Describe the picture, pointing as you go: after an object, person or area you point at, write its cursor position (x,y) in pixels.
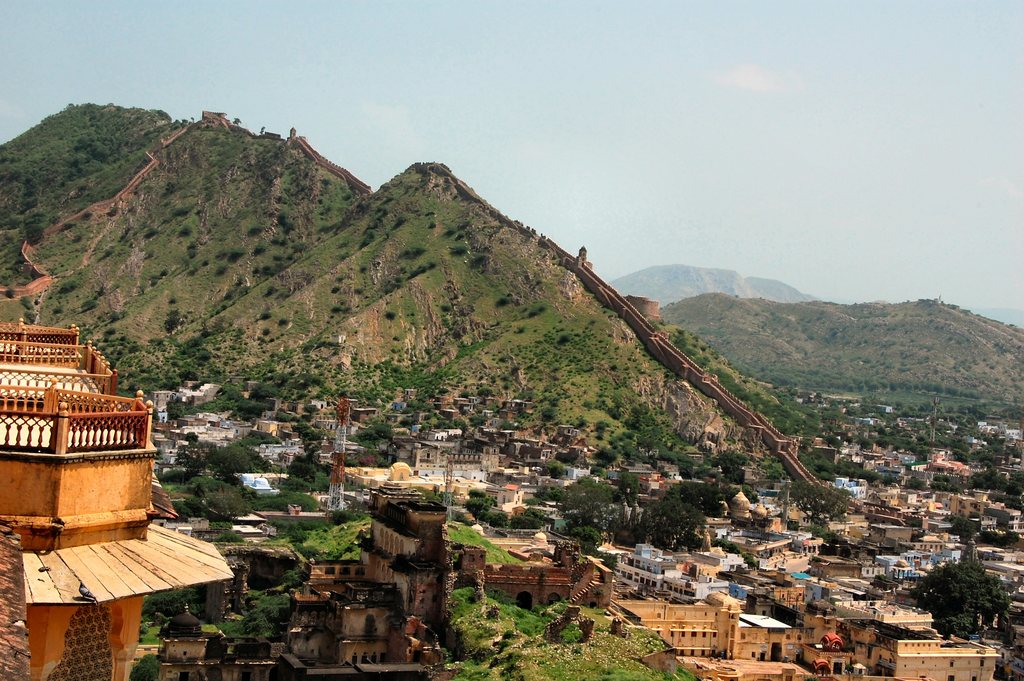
In this picture we can see buildings (520,567), trees (530,517), mountains (449,231), grass (595,656) and some objects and in the background (558,122) we can see the sky (584,106).
